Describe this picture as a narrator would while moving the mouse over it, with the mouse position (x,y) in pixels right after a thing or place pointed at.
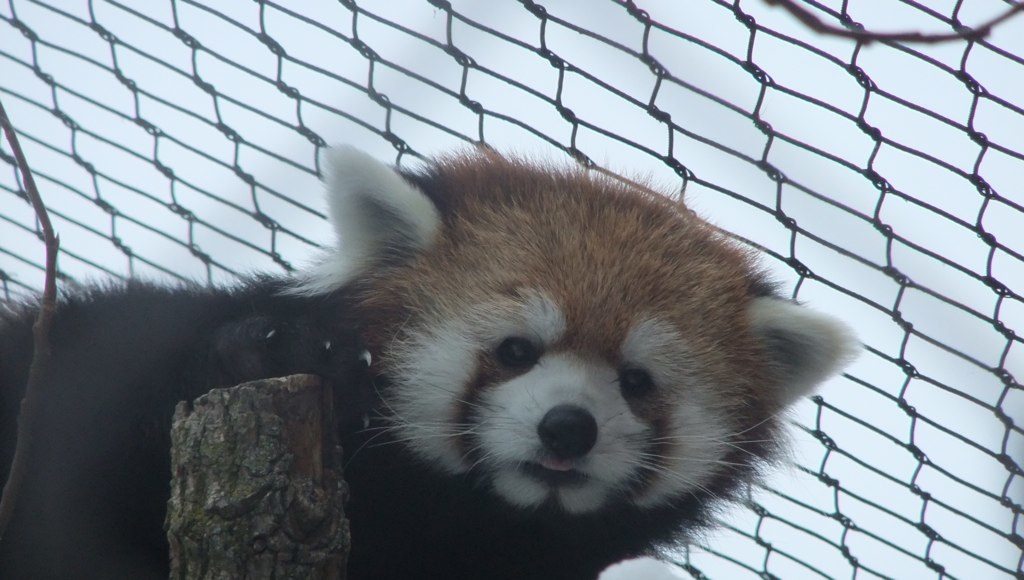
In this image I can see a animal (433,370) which is brown, white and black in color and I can see a wooden log (323,475). In the background (241,252) I can see the net (171,193) and the sky (796,160).
